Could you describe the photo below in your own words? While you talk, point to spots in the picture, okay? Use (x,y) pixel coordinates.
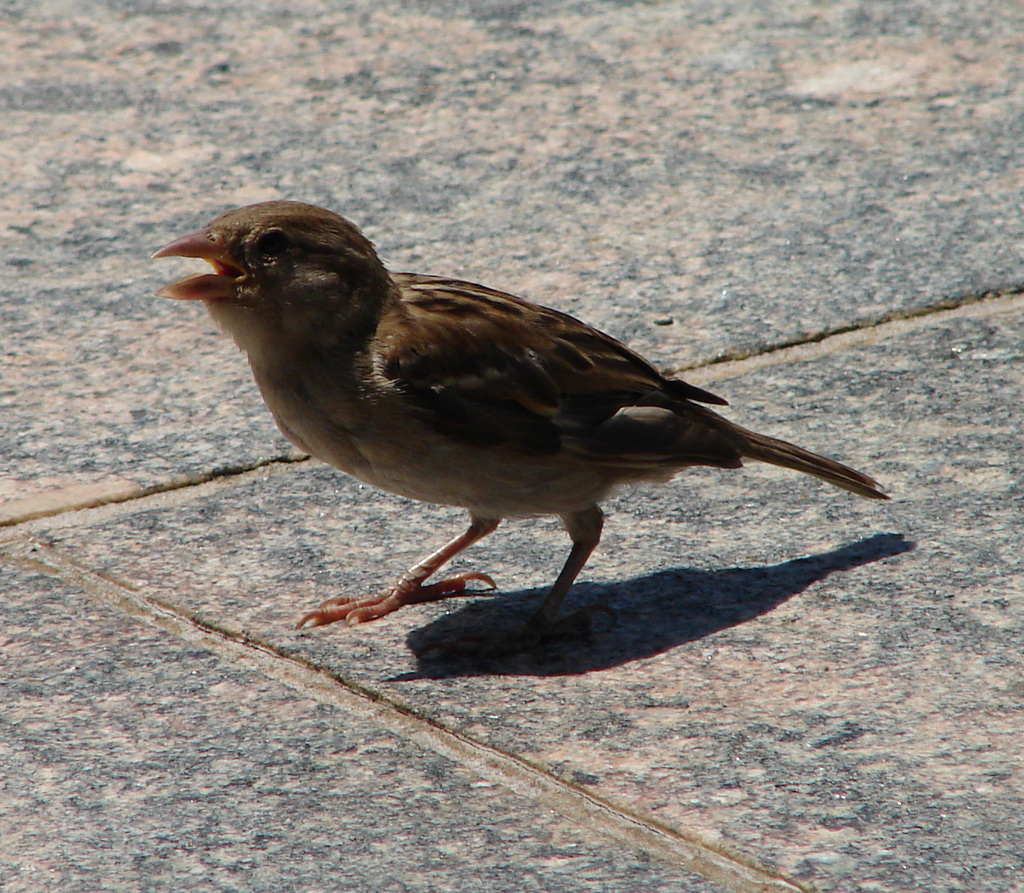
In this picture we can see a bird (336,617) on the marble surface (60,544).
